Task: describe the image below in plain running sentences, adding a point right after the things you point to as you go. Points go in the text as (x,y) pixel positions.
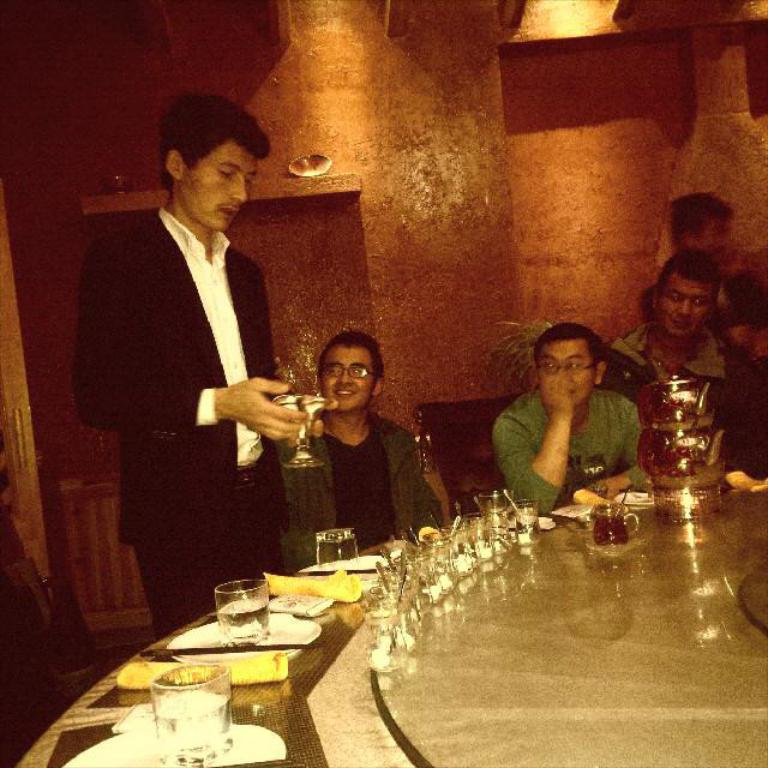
Here, there is dining table (501,624) with three plates (245,732) and three glasses (264,582) filled with water (179,719) in it. We can see the man (181,341) standing catching a glass (299,441) in his hand (287,415) and he is wearing black color blazer (162,464). Beside him the man (313,544) in green color coat (313,544) is sitting on the chair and he is wearing spectacles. Beside this man (374,450), the other man (508,434) in green t-shirt (615,438) is sitting on a chair (447,464) and watching the man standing over there. Next to him, the two men (706,304) are watching and totally there are five men (547,357), two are standing and the remaining three (646,357) are sitting and watching them. Behind these men (190,363), we can see a red color wall (390,55). This dining table (559,523) consists of many jars (405,616), and cups (622,523) and also vessels (715,467).
